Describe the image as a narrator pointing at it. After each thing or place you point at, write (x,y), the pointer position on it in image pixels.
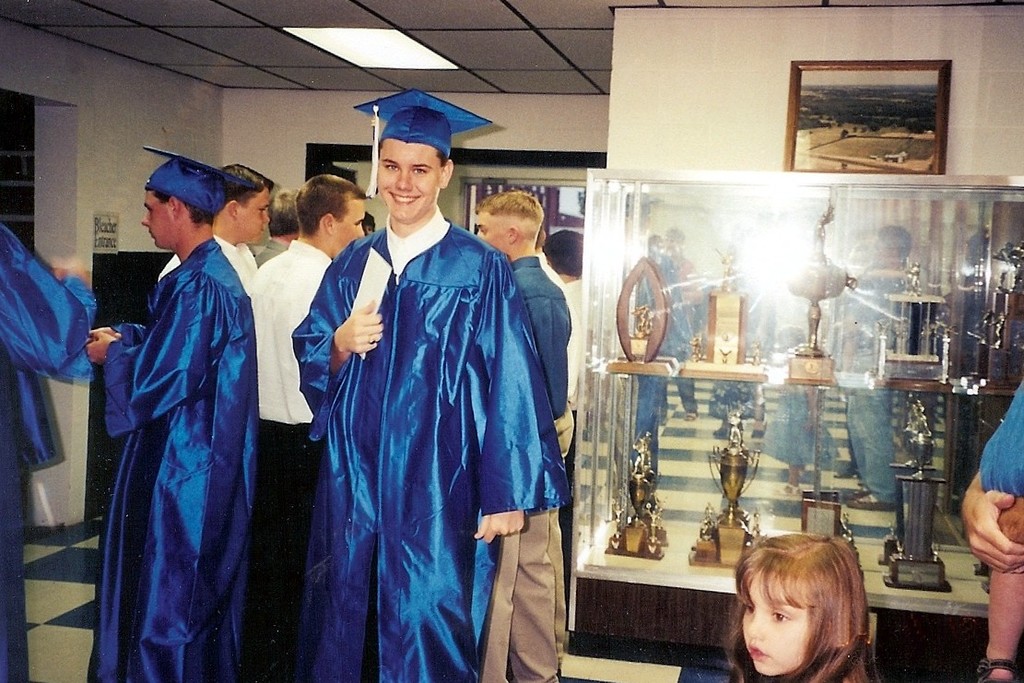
In this image I can see group of people (492,314) standing. In front (406,344) the person (435,431) is wearing white and blue color dress (374,488). Background (908,122) I can see the frame (809,70) attached to the wall (663,71) and I can also see few shields (626,531) and the wall (191,122) is in white color.
